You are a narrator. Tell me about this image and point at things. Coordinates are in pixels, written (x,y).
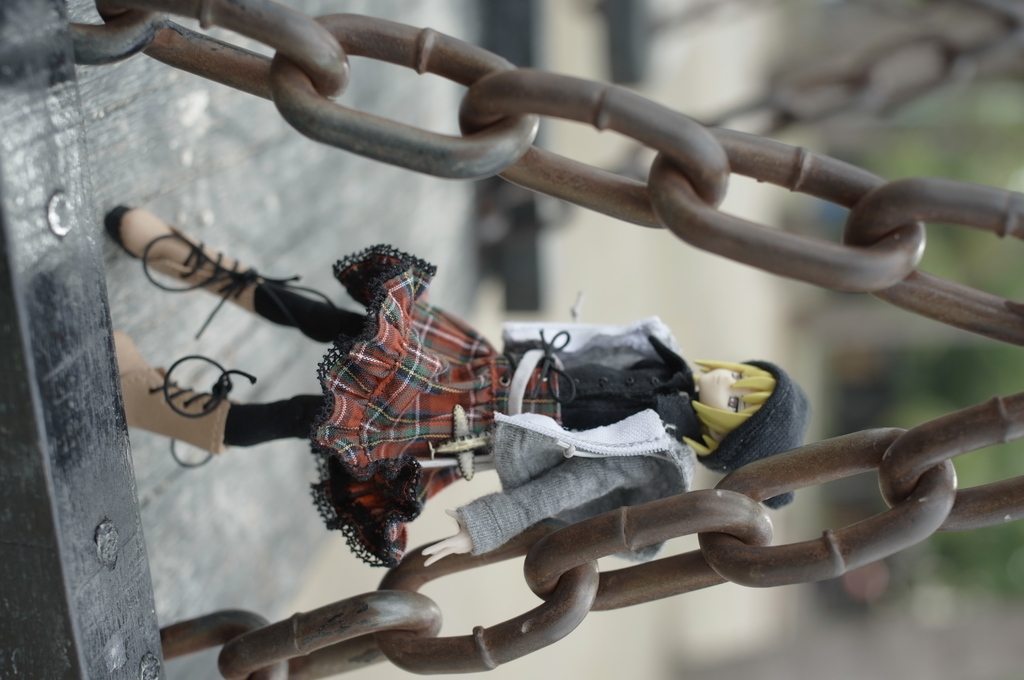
In the foreground of the picture (29,94) we can see chains (476,561), a wooden object (57,192) and toy (511,358). Towards right (955,47) in the background (860,119) it is blurred.
